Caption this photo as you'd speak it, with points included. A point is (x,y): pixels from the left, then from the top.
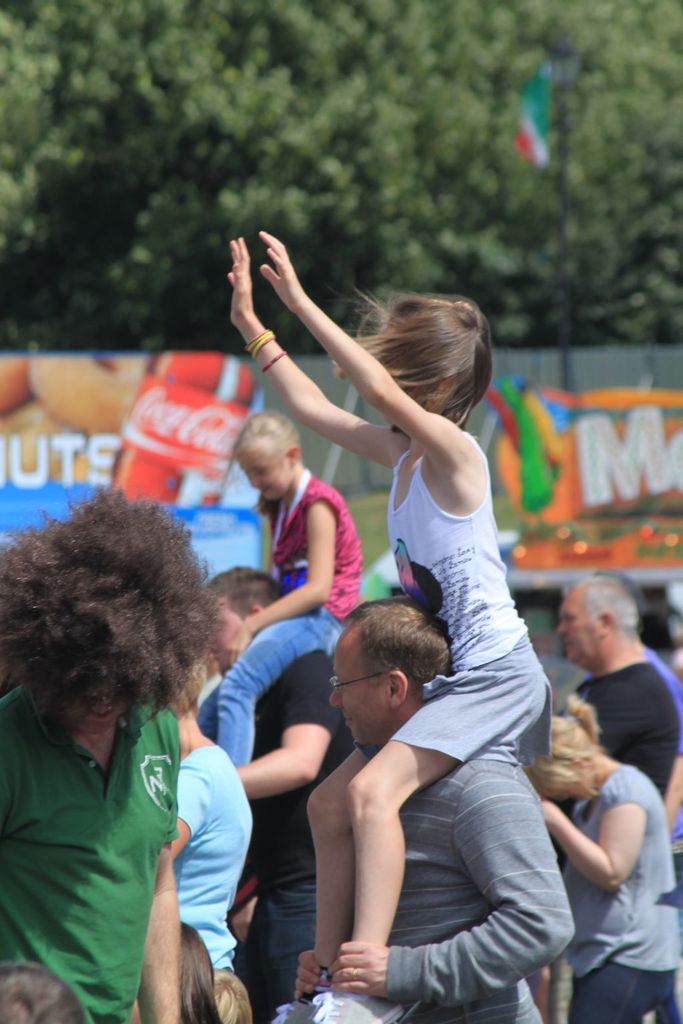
In this image we can see many people (527,780). In the back (597,505) we can see banners (513,427). Also there is a flag (536,136) with a pole (557,86). In the background (437,124) there are trees (348,151).
